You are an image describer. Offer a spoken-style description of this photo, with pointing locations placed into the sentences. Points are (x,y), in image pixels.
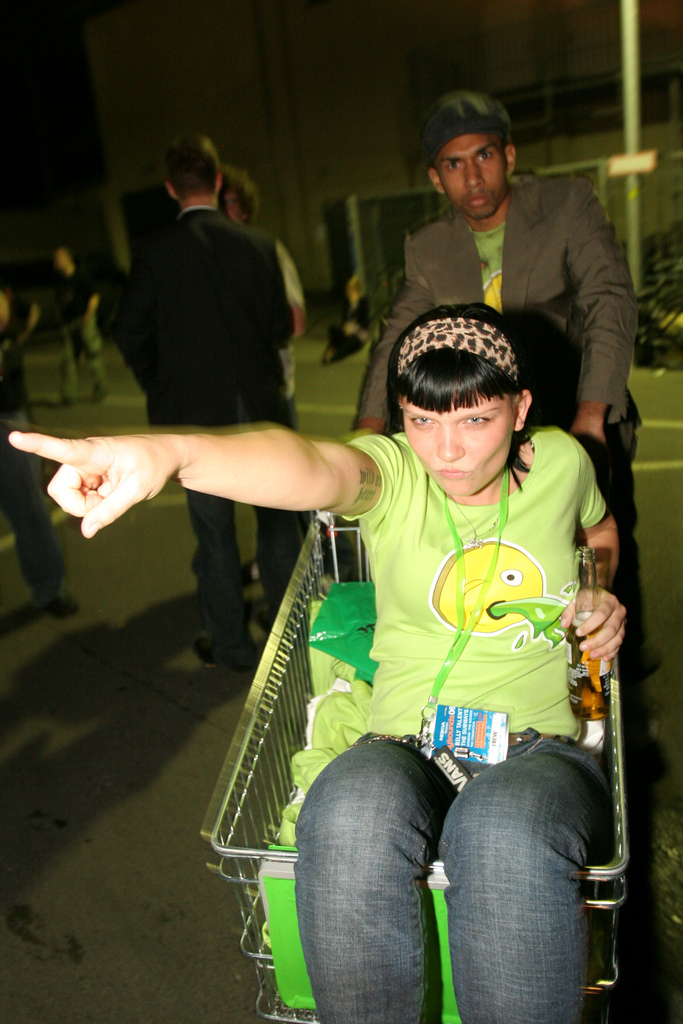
The woman (273,441) in front of the picture who is wearing the green T-shirt (420,709) is sitting on the shopping trolley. She is pointing her finger (101,452) towards something. Behind her, we see a man (490,232) in grey blazer (457,257) is standing. Behind him, we see many people (333,339) are standing on the road (320,355). In the background (308,132), we see a wall (502,58) and a pole (635,229). This picture is clicked in the dark.
